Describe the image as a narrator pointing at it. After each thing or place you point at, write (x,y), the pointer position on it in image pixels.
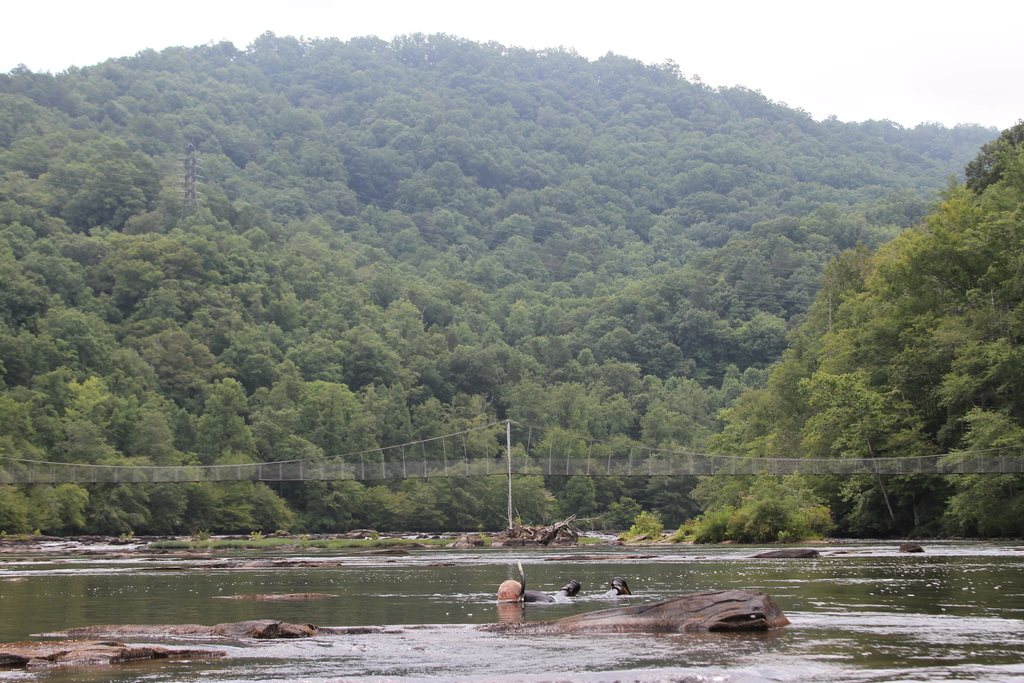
In this picture we can see a few stones (269,620) and a person (500,598) in the water (332,608). There are some plants (700,530). We can see a pole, a bridge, trees (24,494), a tower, wires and some greenery (167,233) is visible in the background (256,190). There is the sky (628,7) on top of the picture (764,23).
